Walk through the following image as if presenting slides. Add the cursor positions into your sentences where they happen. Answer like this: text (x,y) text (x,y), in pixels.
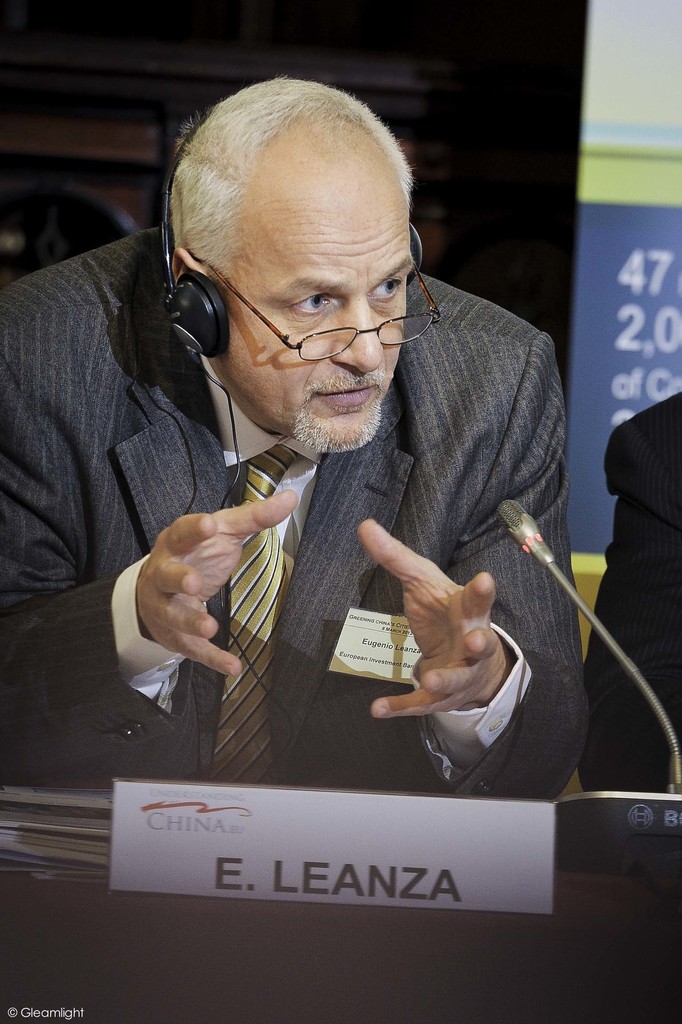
In this image there is a man (358,681). In front of him there is a table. He is leaning on the table (586,875). He is wearing spectacles (392,333) and a headphone (199,310). In front of him there is a microphone (633,793) on the table (576,876). There is a name board (330,895) with text (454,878) on the table (73,883). Behind him there is a wall (500,82). To the right (649,556) there is another person (650,599). Behind the person (649,470) there are numbers (653,268) on the wall (609,372).
